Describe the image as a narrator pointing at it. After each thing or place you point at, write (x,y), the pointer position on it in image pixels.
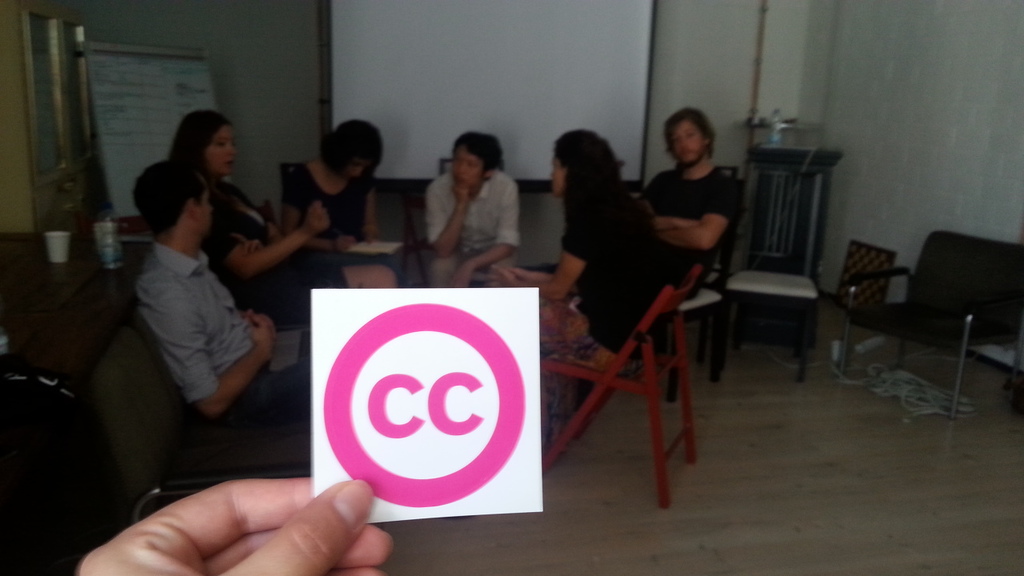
This is an inside view. Here I can see few people (662,218) are sitting on the chairs (666,297). On the bottom of the image (247,536) I can see a person's hand (249,539) and a paper (404,471). In the background (223,83) there is a wall (248,81) and a board (157,90). On the right side of the image (765,292) there are some empty chairs (942,281).
